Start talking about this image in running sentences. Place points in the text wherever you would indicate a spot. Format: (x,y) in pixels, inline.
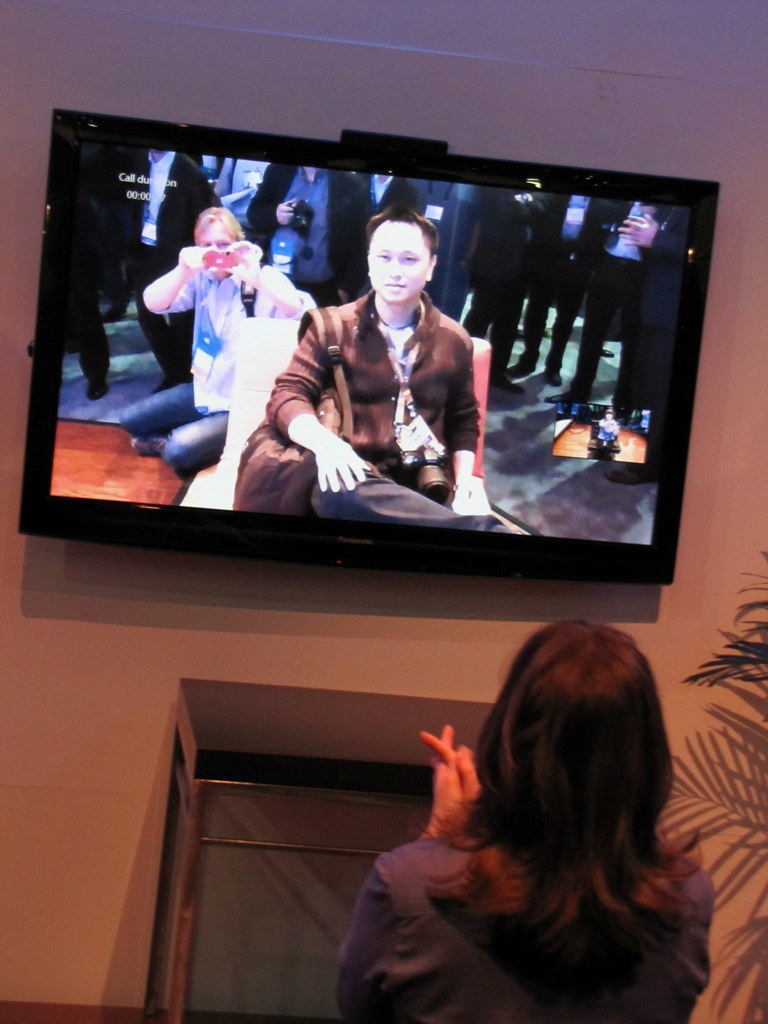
In this picture we can see a woman (595,819), plant (716,662) and a table (273,768). In front of the woman (443,813) there is a television (211,441) on the wall (85,594). On the television screen (253,416) we can see a group of people (321,326).
